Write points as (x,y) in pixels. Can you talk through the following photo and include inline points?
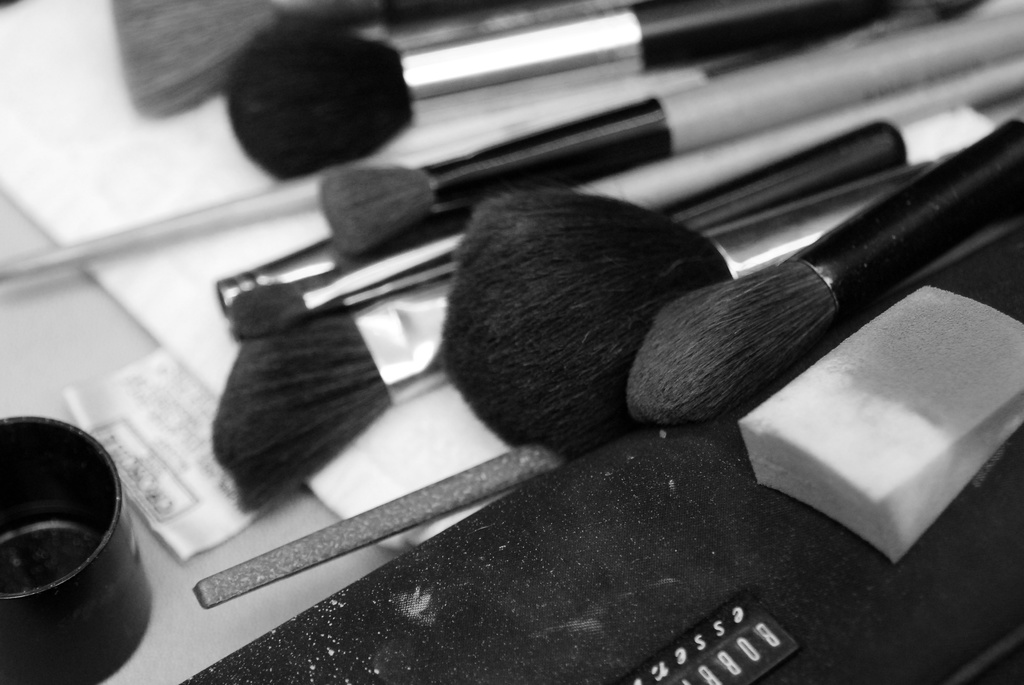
This is a black and white image. In this image we can see many makeup brushes (332,244) placed on the table (20,290).
